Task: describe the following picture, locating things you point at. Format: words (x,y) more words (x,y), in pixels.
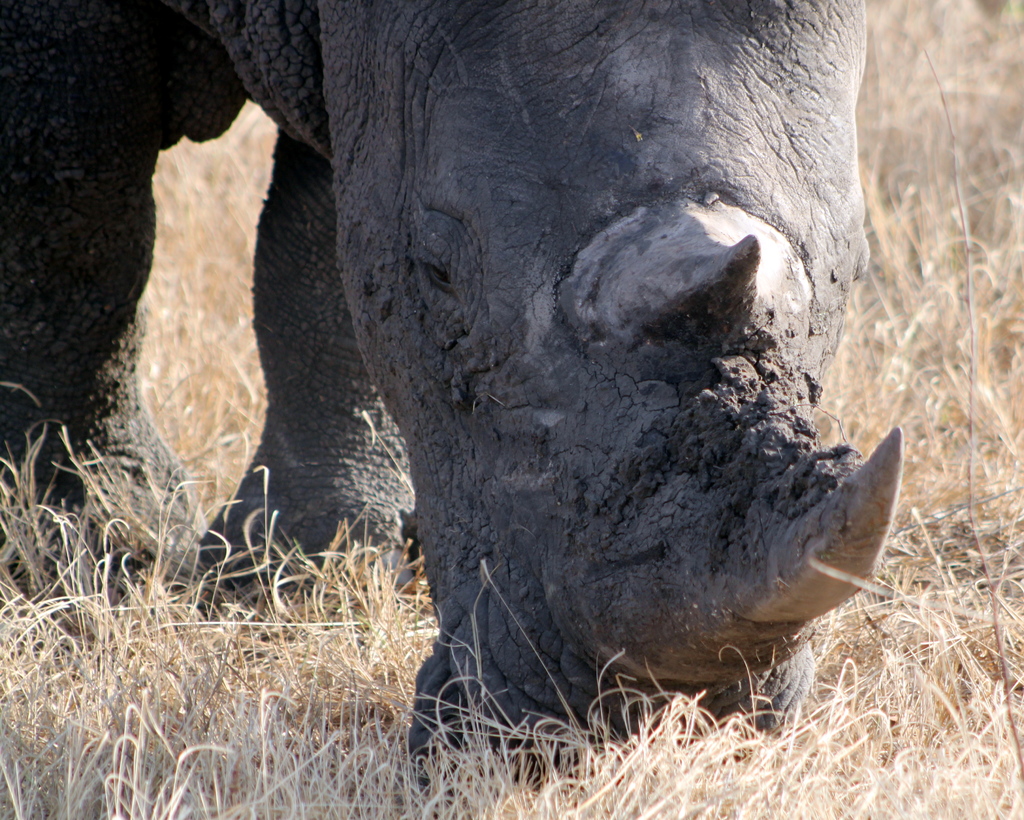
In this image we can see a rhinoceros (663,244) on the ground (889,424). We can also see some dried grass (834,701).
